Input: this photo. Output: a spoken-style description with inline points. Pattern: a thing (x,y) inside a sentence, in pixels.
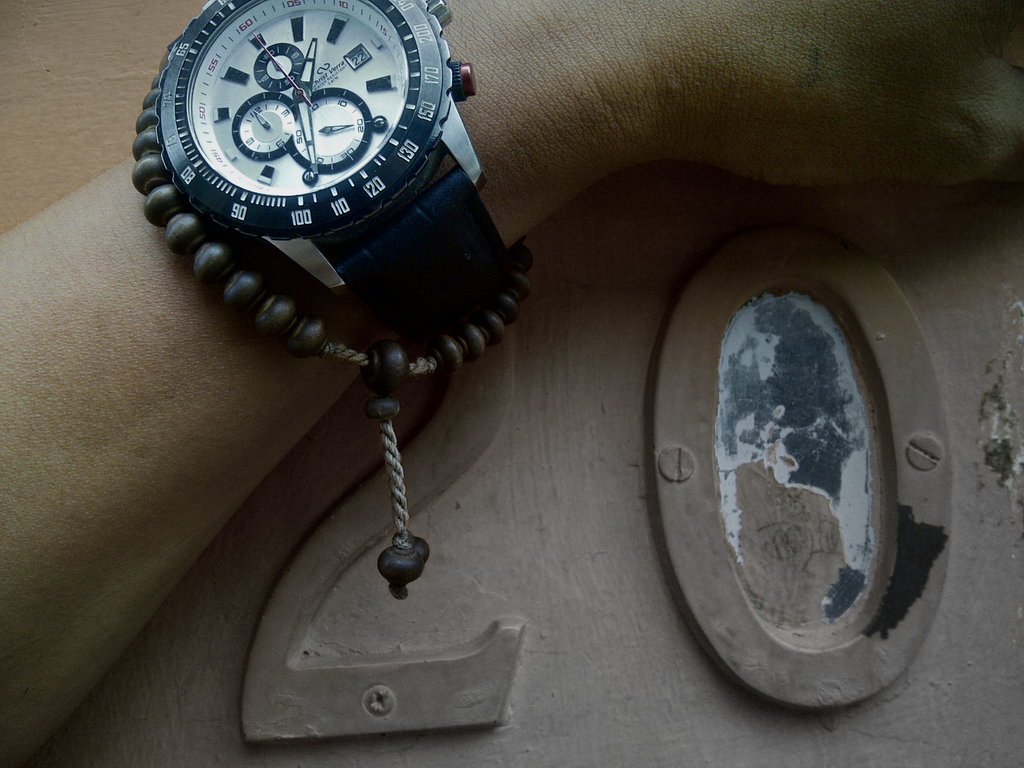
In the image we can see the human hand (694,137), wearing a wrist watch (340,214) and bracelet (305,314).
